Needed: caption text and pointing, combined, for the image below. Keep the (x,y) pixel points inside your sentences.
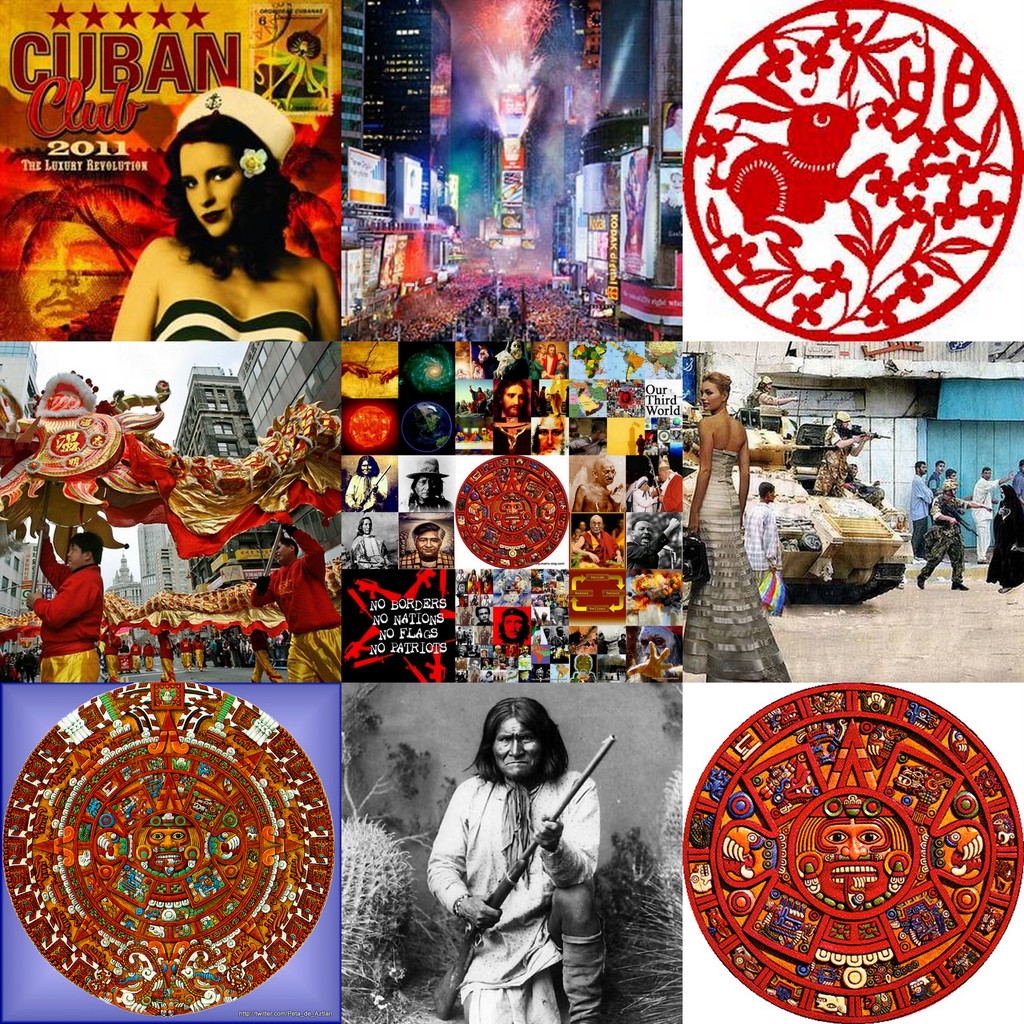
In this image we can see there are many photos (610,312) in one image, at the bottom (483,986) we can see a person (587,1019) holding a gun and at the top (232,335) we can see a person (209,248), and there are some logos (772,140).
